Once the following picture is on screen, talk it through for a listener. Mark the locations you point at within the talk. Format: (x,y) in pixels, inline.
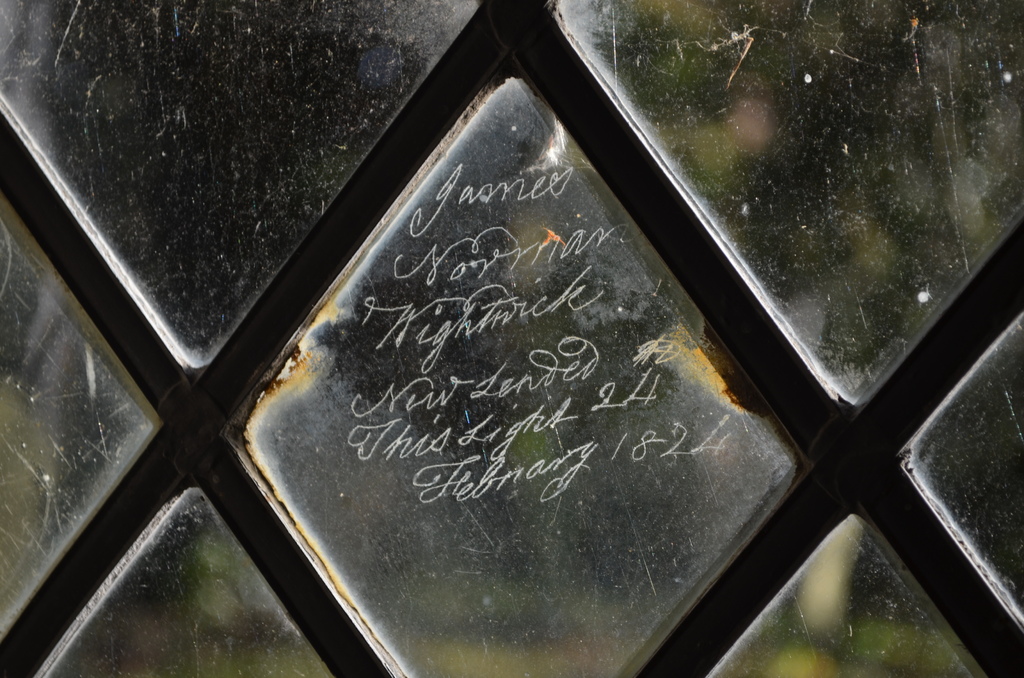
In this image we can see some text (527,399) on the glass window (424,377).
